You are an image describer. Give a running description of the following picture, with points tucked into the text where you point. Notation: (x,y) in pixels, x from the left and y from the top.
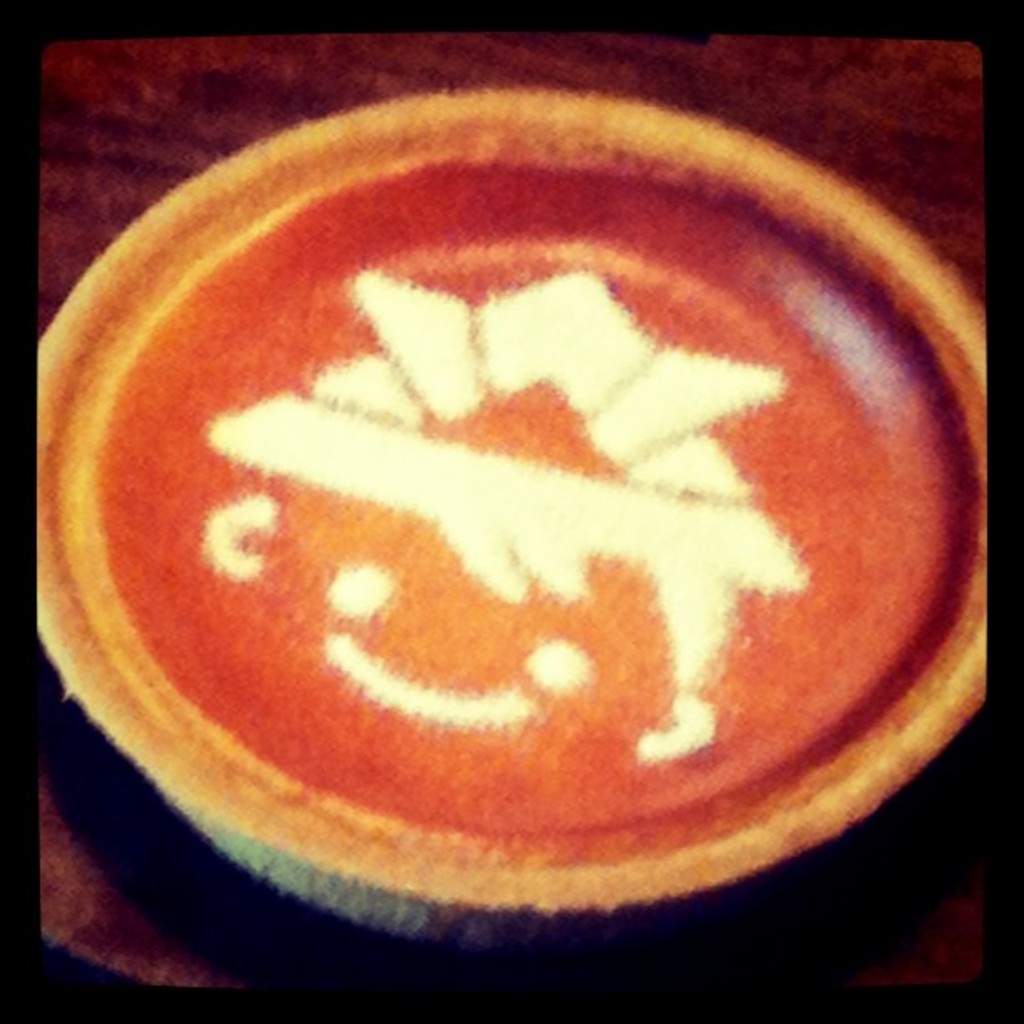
In this picture we can observe a coffee (383,373) in the cup (360,882) placed on the brown color table (285,104). We can observe white color design (300,432) on the coffee (387,517).
